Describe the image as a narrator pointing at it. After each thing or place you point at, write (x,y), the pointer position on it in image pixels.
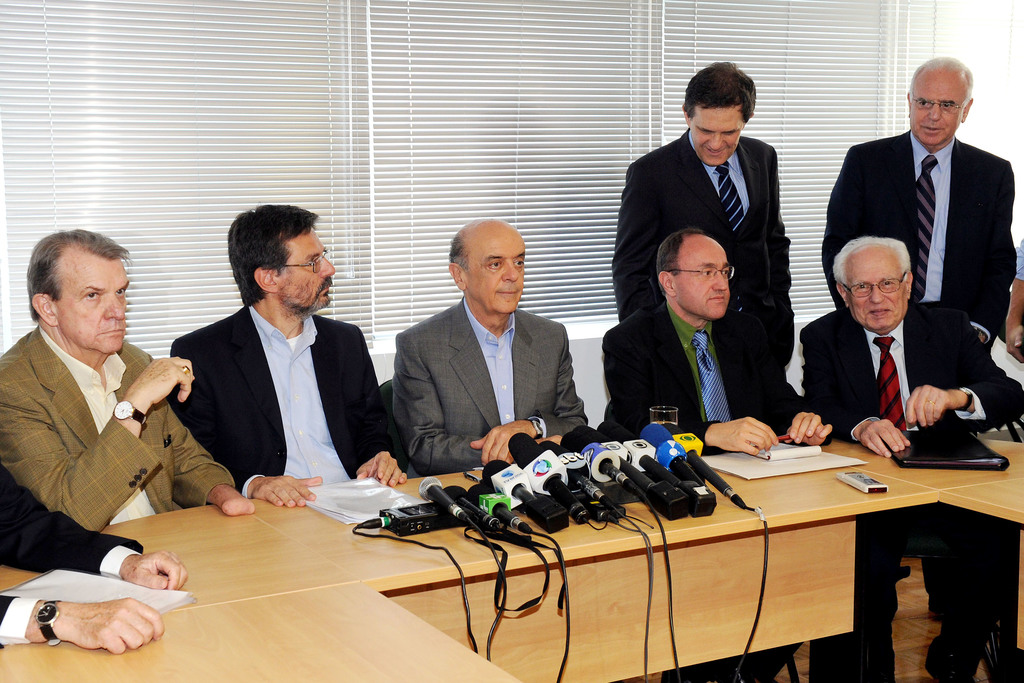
This image consists of many people (134,517) sitting in the chairs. It looks like a conference hall (626,531). In the front (523,555), there is a table (384,584) made up of wood (764,499) on which there are many mics (584,490) kept. In the background (328,99), there is a window (222,114) along with window blind (229,98).
